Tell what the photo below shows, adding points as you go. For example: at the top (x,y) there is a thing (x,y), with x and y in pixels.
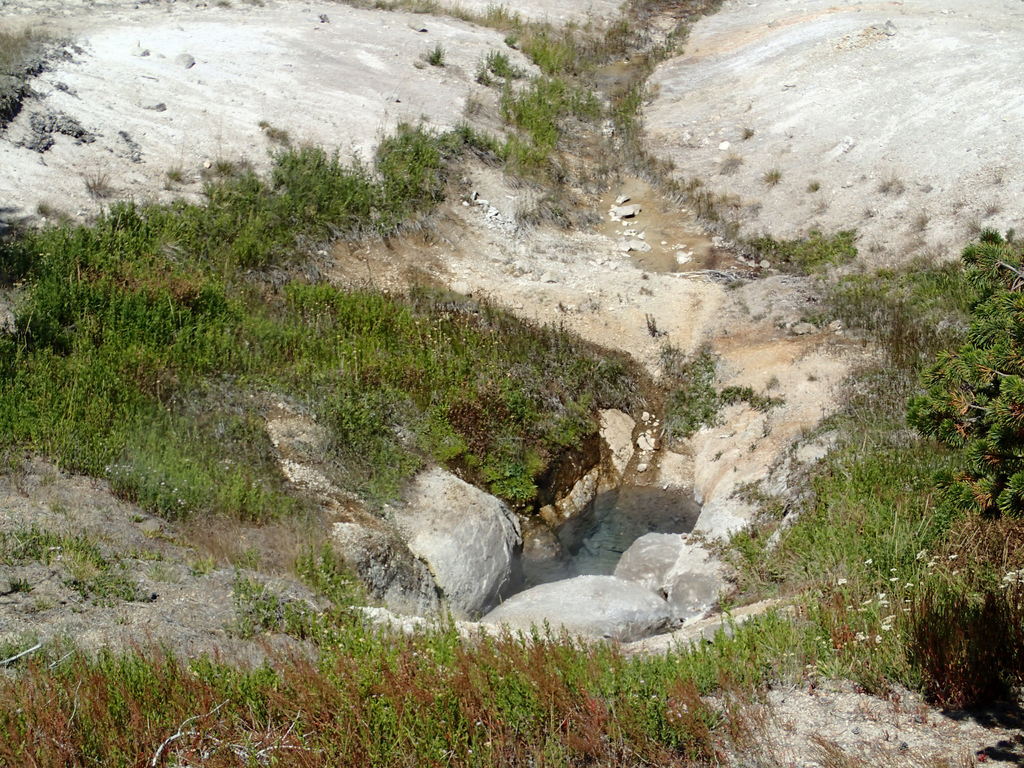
In this image we can see water (590,511). Also there are rocks (581,479). And there are plants (293,556).
